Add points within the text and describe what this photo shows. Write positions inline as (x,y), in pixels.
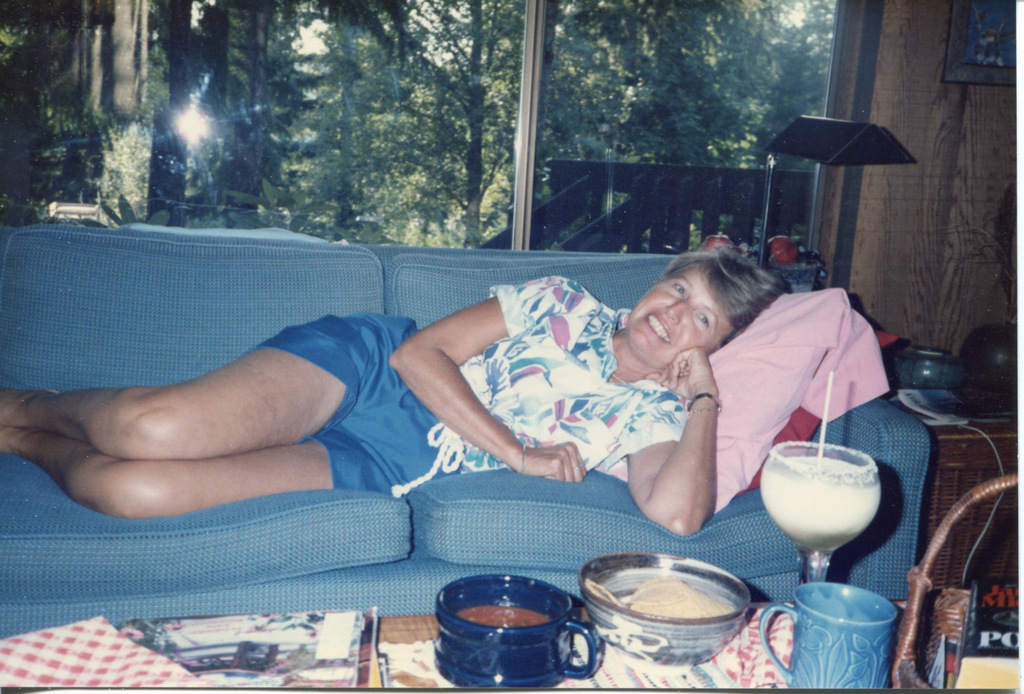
In the picture we can see a woman (514,356) lying on the sofa (401,300) and smiling, before the sofa (382,293) we can see a table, on the table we can find a cloth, books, cup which is blue in color, and a bowl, and glass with some drink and straw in it. In the background (61,137) we can see a glass window (531,222), from that we can see trees (74,103).
